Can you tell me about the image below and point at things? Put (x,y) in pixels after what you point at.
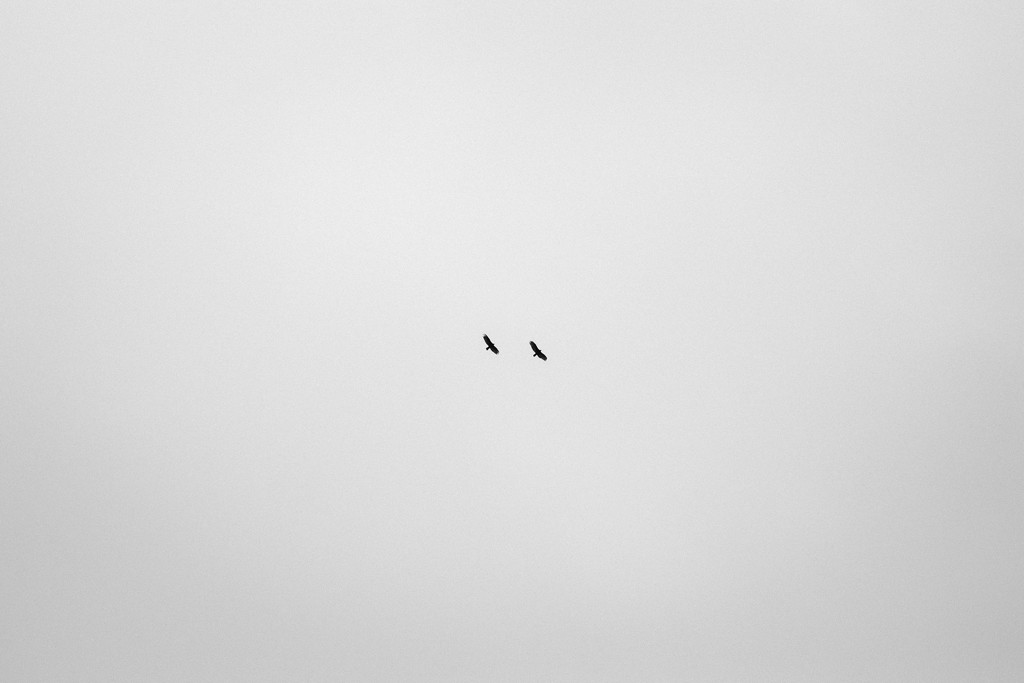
These are the 2 birds (546,356) that are flying in the sky (528,487).
